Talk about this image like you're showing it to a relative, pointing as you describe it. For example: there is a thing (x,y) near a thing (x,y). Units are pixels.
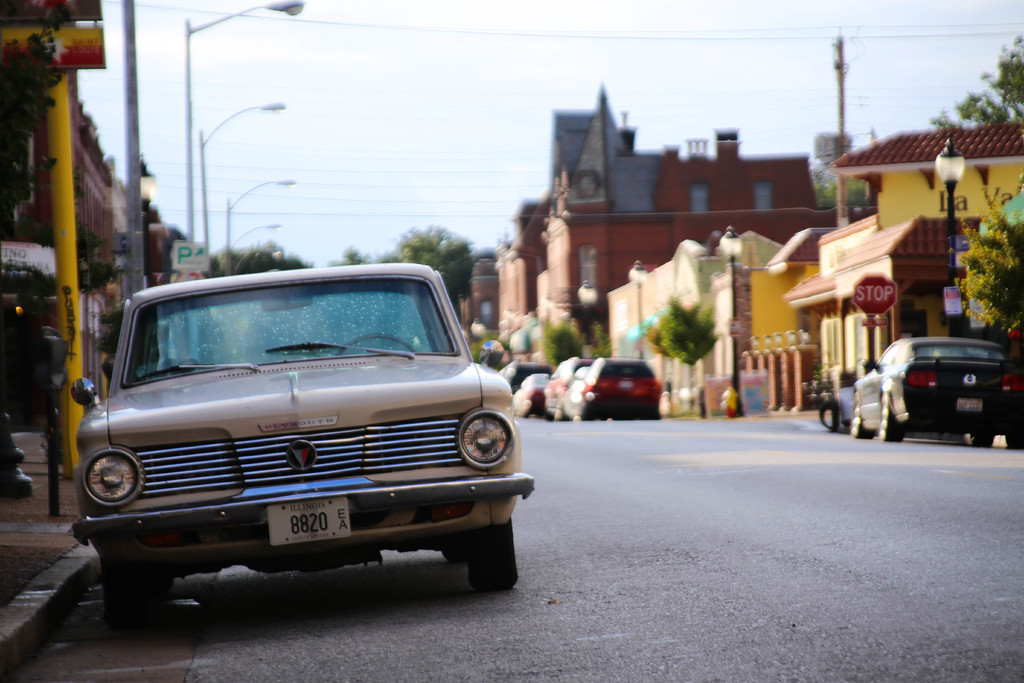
In this image we can see buildings (614,180), motor vehicles (485,456) on the road (780,485), trees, street poles (131,109), street lights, electric poles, electric cables (403,173) and sky (379,158).
